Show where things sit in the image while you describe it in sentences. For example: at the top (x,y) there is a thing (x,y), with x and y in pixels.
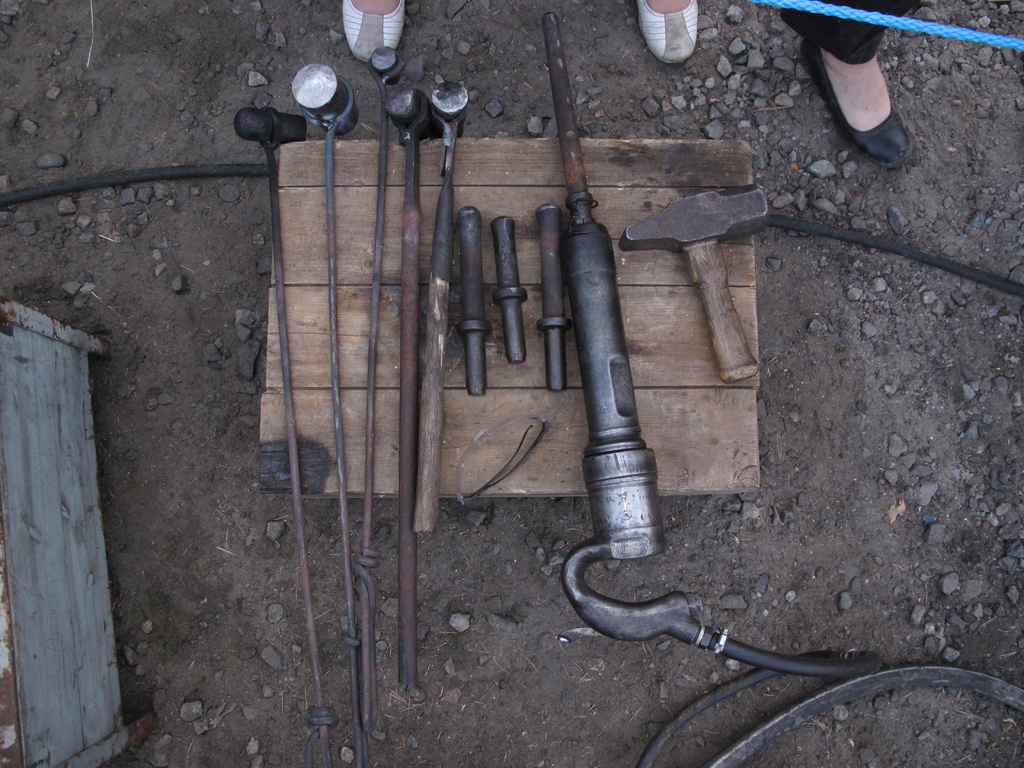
In this picture we can see a few tools (340,445) on a wooden object (539,473). We can see a few stones (763,36) and other objects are visible on the ground (223,516). There is an object (30,504) visible on the left side (36,397). We can see the feet (826,68) of a few people (837,56). There is a blue object (1015,41) visible in the top right (931,30).
